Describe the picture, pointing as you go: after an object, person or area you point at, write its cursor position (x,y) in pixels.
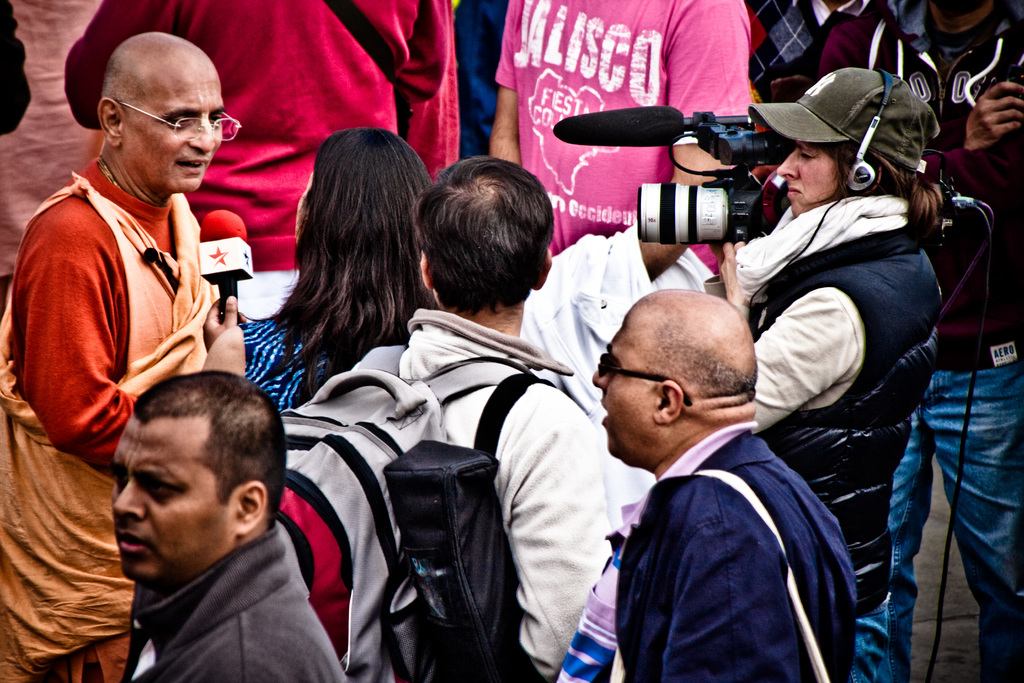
On the left side (170,308) there is a person (127,249) wearing a specs (131,106). In front of him there are many people (376,274). One lady (314,316) is holding a mic (223,260). Another person (881,266) is wearing a headphone (864,146) and cap (851,135) and holding a video camera (736,174). Also there is a person (442,348) wearing bags (403,416).
